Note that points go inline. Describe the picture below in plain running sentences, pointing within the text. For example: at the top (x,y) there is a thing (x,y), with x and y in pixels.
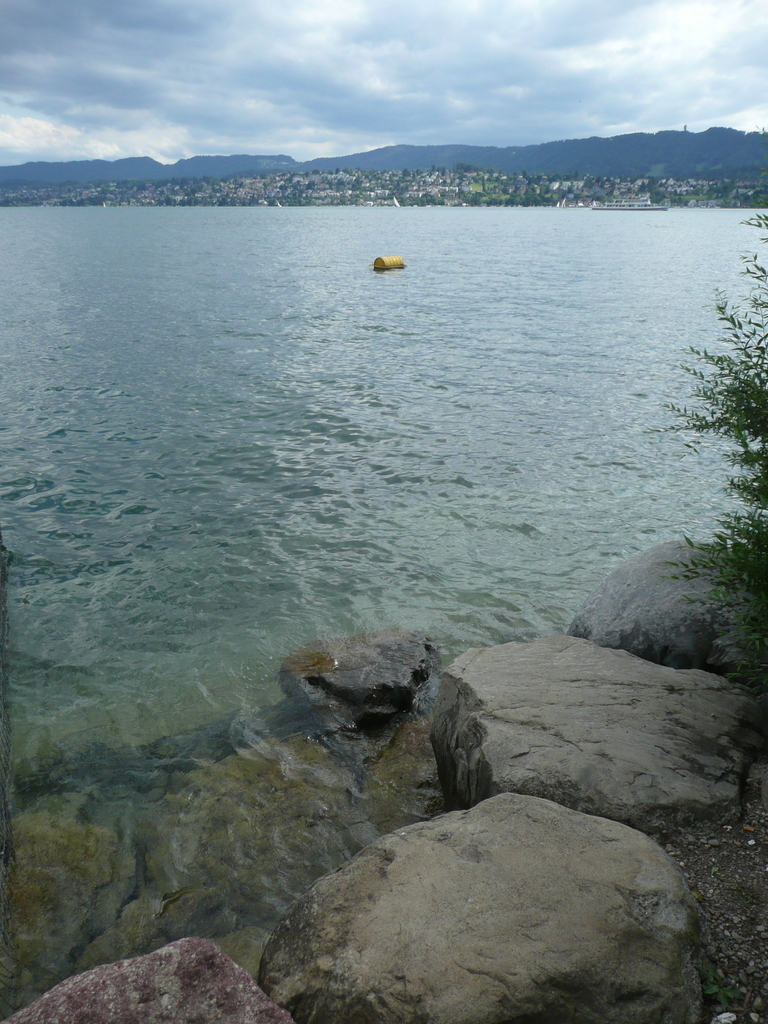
In this image, we can see water (682,494), there are some rocks (188,1009), we can see a green plant (743,442) on the right side (757,400), there are some mountains (643,140), at the top (213,42) there is a sky (349,63) which is cloudy.
